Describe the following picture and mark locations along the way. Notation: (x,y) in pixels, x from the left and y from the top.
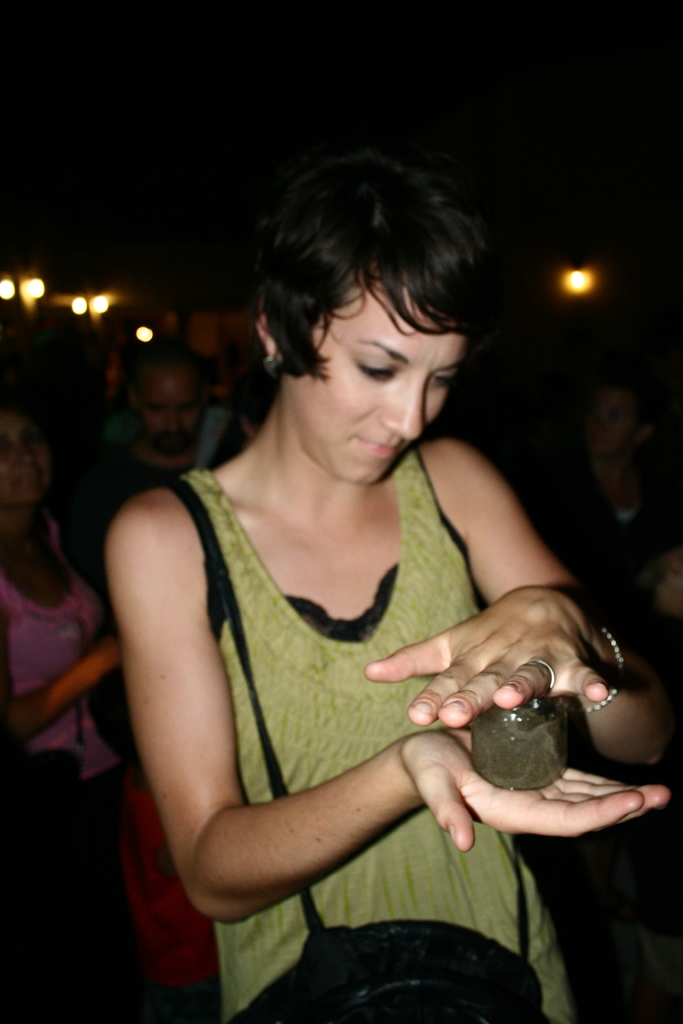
In this image, we can see a woman (405,813) is holding a container (517,768) and wearing a bag (448,962). Behind her, we can see few people (644,573). Here we can see the lights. Background (648,142) there is a dark view.
